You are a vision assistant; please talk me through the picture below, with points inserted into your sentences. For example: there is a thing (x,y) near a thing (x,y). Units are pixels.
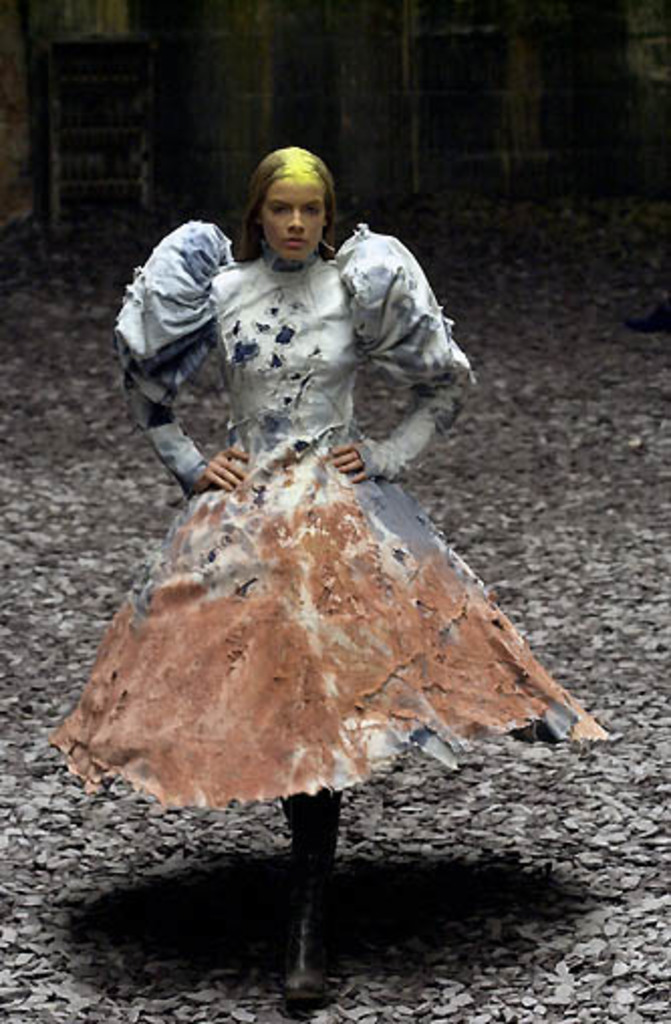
In this picture we can see a woman (229,525) in the fancy dress (302,466). Behind the woman (268,649), there is the blurred background (64,271).
